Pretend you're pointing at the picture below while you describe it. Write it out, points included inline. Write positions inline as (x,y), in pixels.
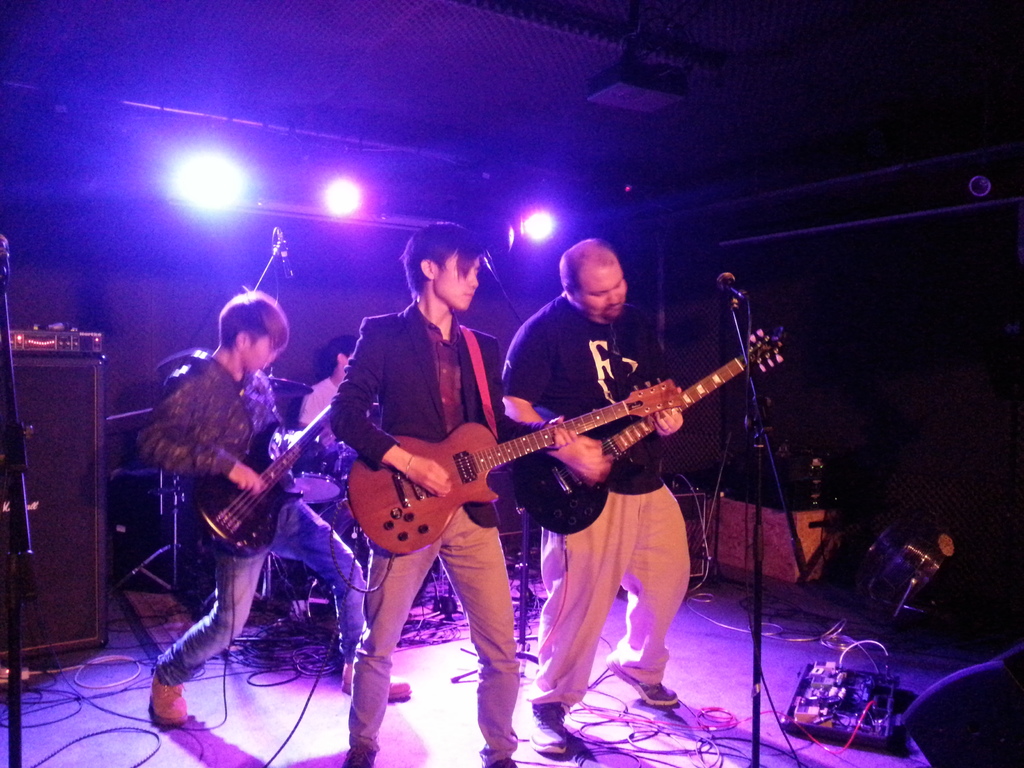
In this picture there are three men (599,405) playing guitar (367,507). There are lights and musical instruments (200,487) at the background (915,539).
